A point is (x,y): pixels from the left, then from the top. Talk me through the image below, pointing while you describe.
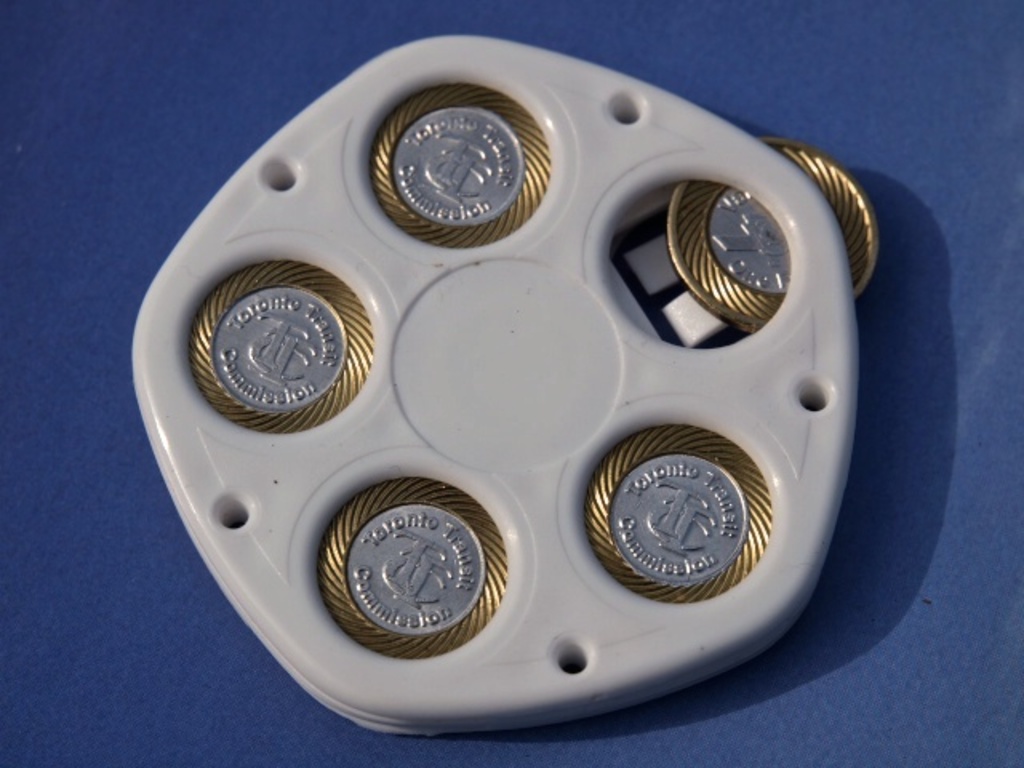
In this image I can see coins (705,209) in a white object (633,127). There is a blue surface (791,77).
